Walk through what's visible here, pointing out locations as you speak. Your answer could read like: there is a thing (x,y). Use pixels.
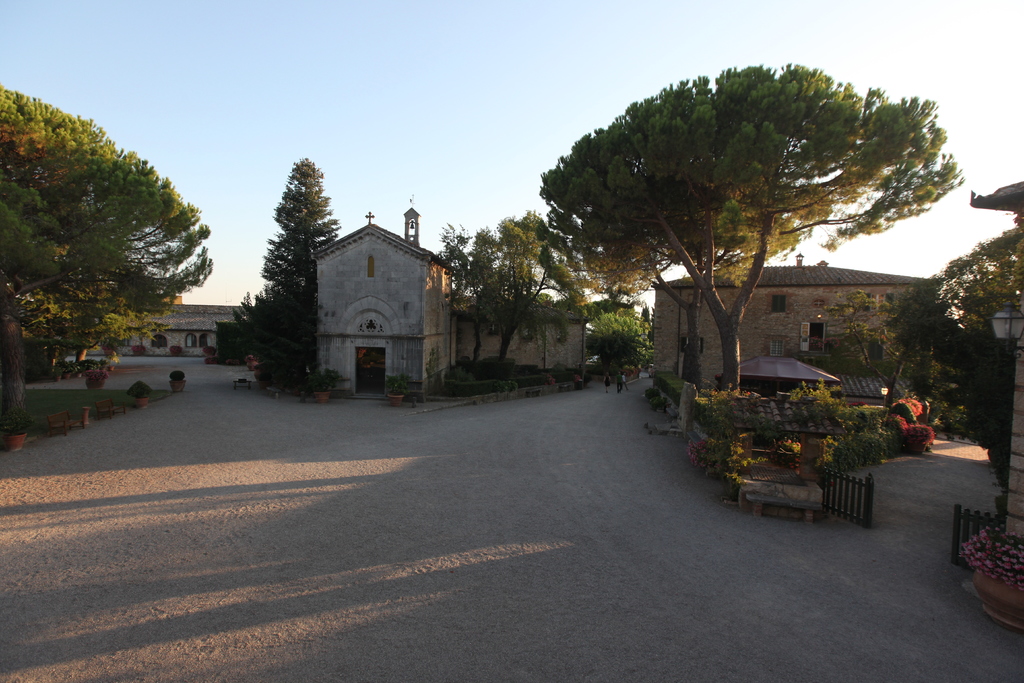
In this image I can see few buildings (712,337), windows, trees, benches (807,500), flower pots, flowers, few people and the sky (493,14).
